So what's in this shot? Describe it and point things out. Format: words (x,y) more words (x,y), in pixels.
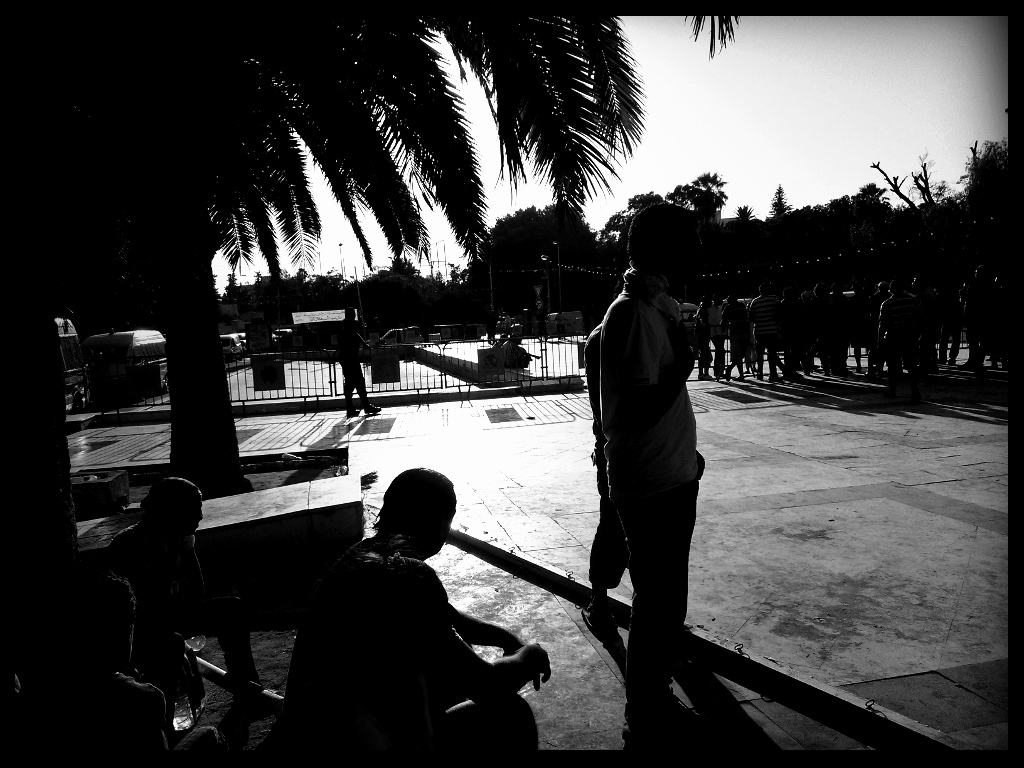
In this image we can see some persons (176,610) sitting and some persons (671,376) standing on the floor (585,442). In the background (504,369) we can see iron grills (520,354), street poles (561,262), street lights (561,262), motor vehicles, trees (169,242) and sky (538,208).
